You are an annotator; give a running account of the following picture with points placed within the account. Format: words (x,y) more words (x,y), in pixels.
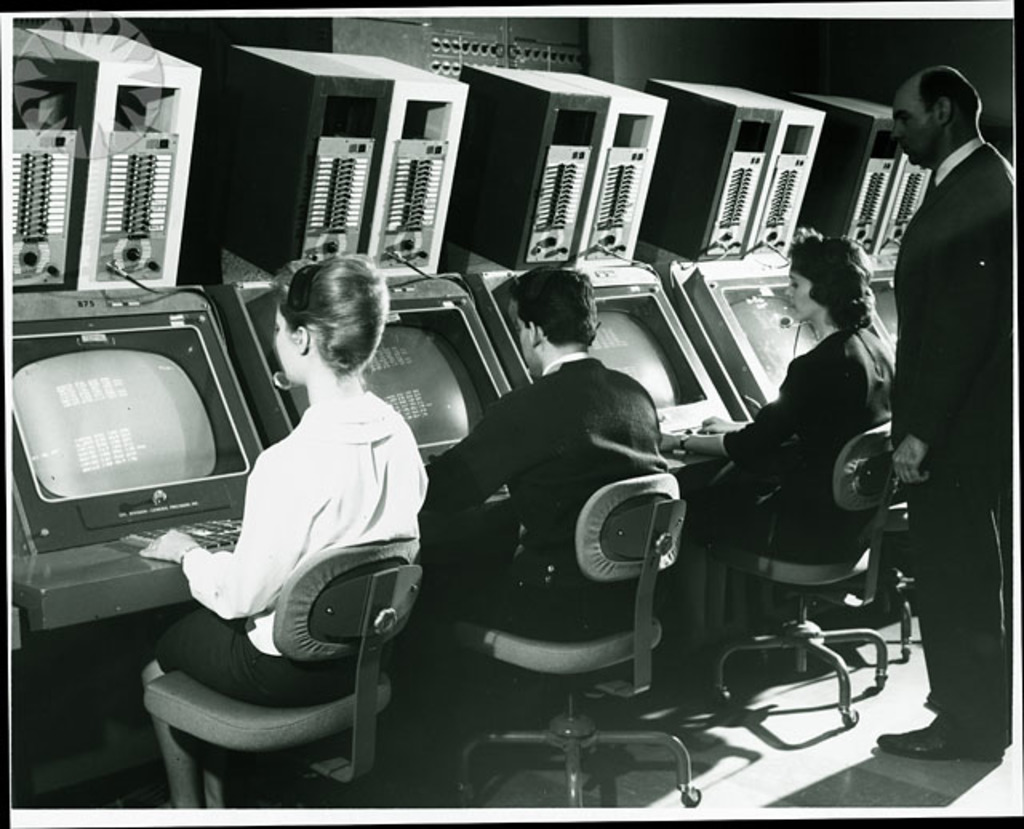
In this image there are a few people (756,441) sitting in chairs (363,546), in front of them there are monitors (127,506) with keyboards (216,531), above the monitors (112,493) there are CPU's (240,169), behind them there is a person (917,326) standing.
